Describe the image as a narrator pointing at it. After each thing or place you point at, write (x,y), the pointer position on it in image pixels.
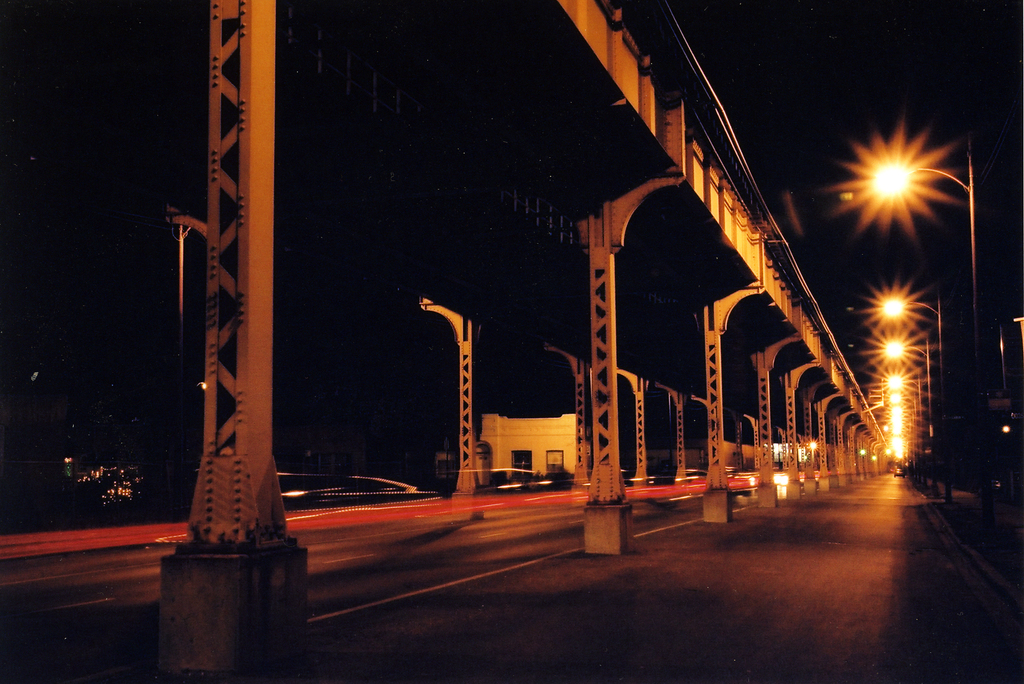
This picture is clicked outside. On the right (902,207) we can see the streetlights (902,427) and the poles (968,193). On the left (327,22) we can see the bridge (642,377) and the pillars (857,421) of the bridge (542,104). In the background (550,433) we can see the houses (572,427) and some other objects (540,483).
